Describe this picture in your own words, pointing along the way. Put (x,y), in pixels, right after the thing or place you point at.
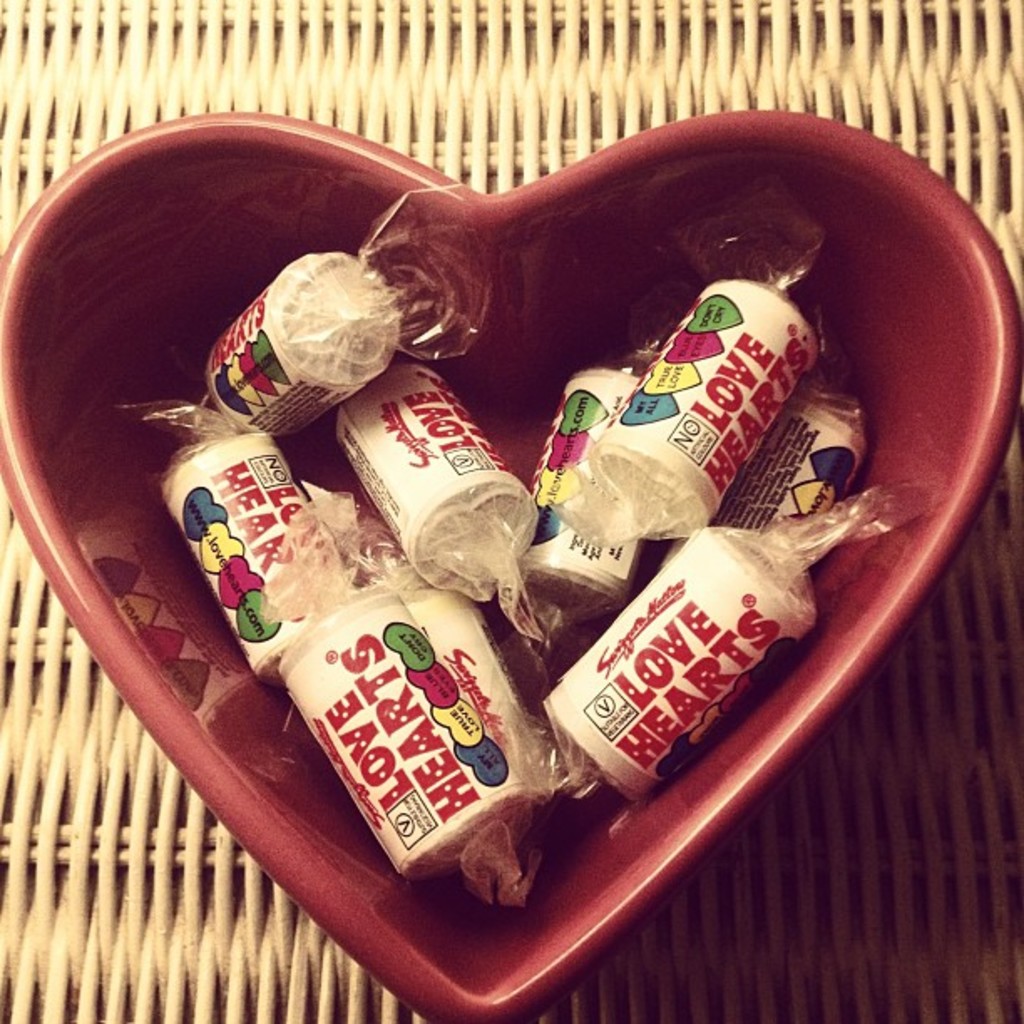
In this image I see a container (842,184) which is of heart shaped and it is maroon in color and there are things (289,516) in it.
